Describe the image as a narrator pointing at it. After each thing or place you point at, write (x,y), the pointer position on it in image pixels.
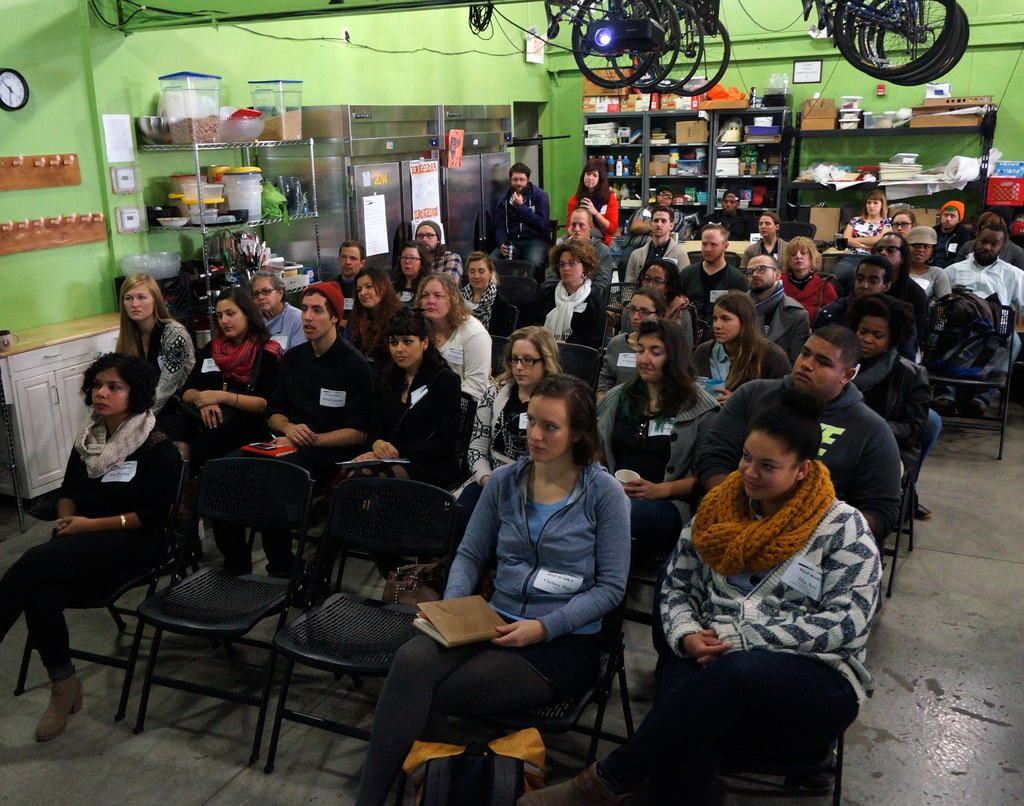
In this image i can see group of people (706,505) sitting on chair (351,602) at left (235,184) there are few buckets (252,191) on a rack (271,206) at the back ground (665,110) i can see few blocks (755,125) in a rack (756,164) and a wall (773,58), a frame (813,63).
